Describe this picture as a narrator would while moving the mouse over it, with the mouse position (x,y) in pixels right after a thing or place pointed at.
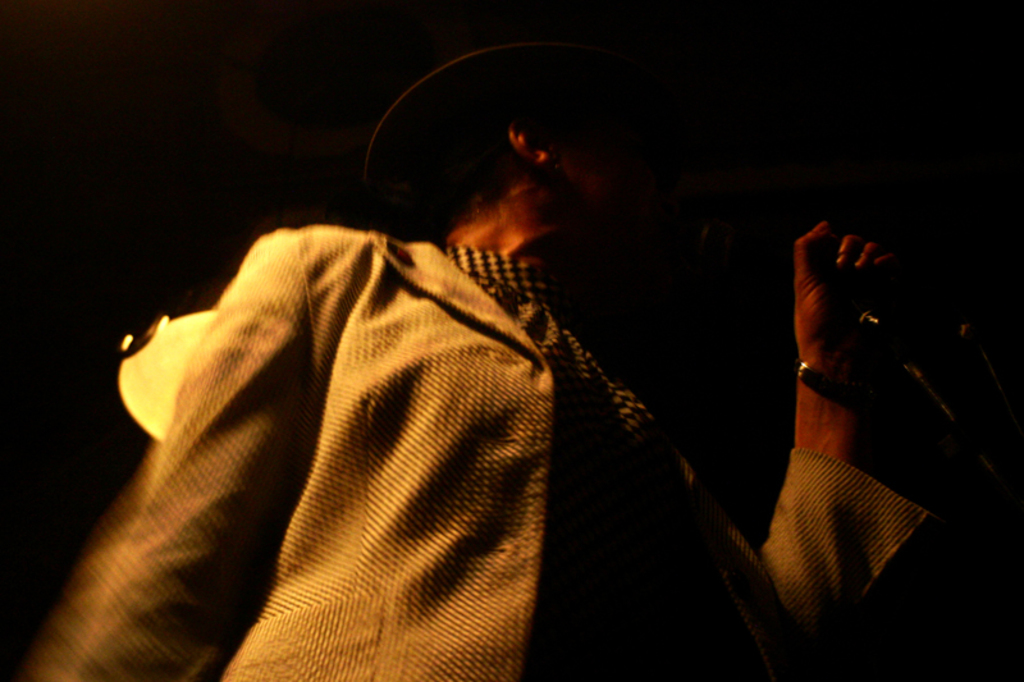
As we can see in the image, there is a man (589,247) standing. He is wearing hat (485,61) and singing on mike (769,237).
